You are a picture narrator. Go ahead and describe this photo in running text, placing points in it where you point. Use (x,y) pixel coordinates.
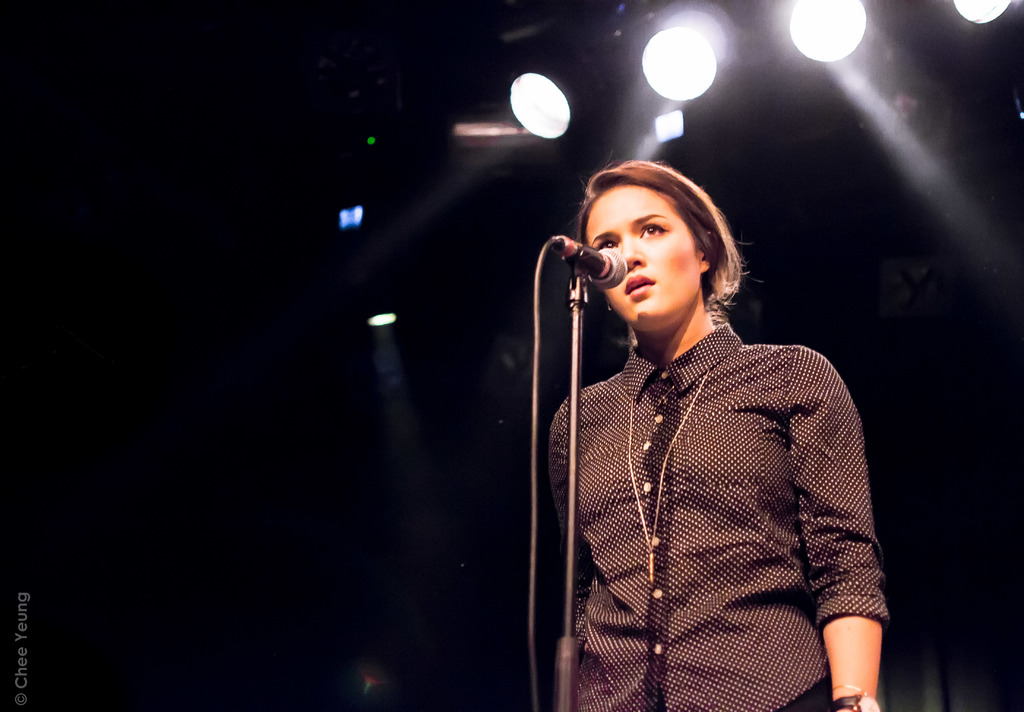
In this picture there is a woman (625,467) standing in front of a mic (612,270) and a stand (580,372). She is wearing a shirt (633,521). In the background (554,126) we can observe four white color lights (541,111) and it is completely dark. We can observe a watermark (20,634) on the left side (20,634).
